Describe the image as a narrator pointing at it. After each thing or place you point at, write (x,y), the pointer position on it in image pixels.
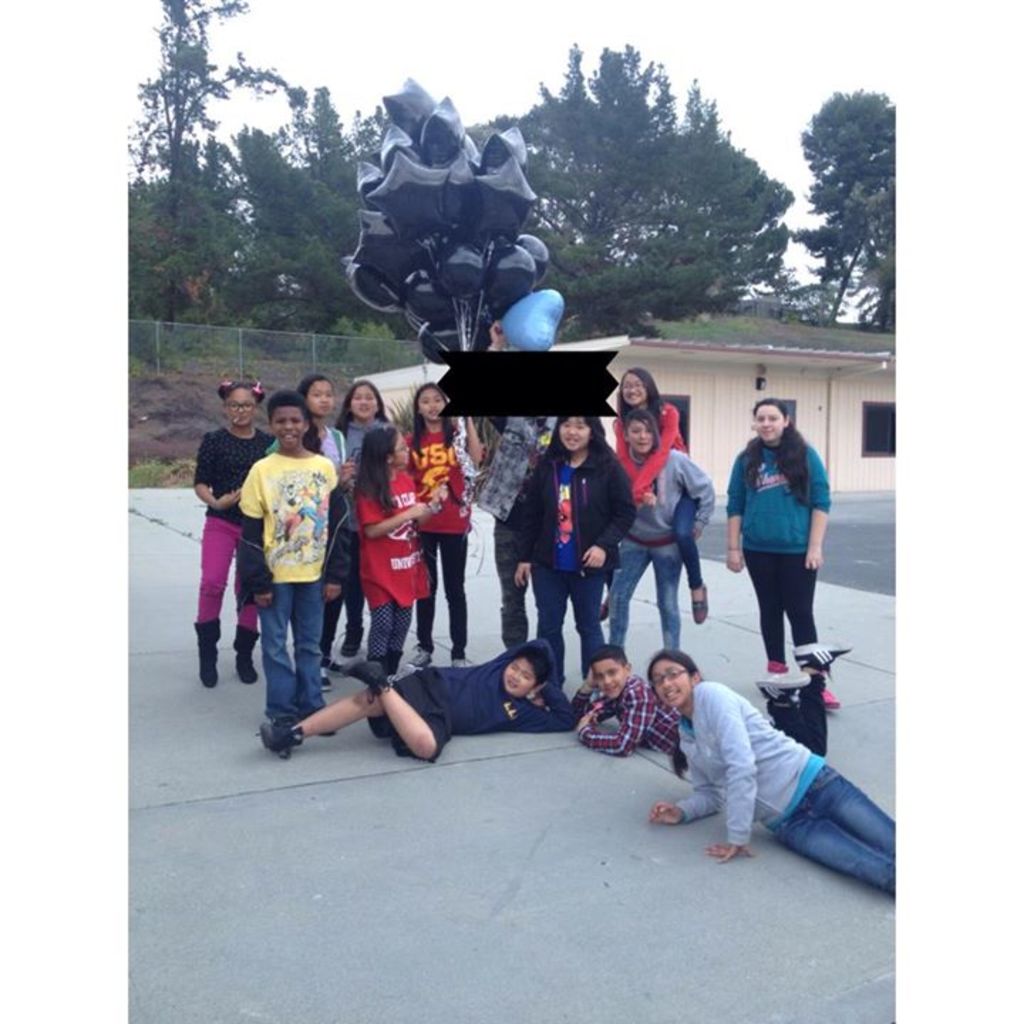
In the image there are a group of people (594,572) posing for the photo and one among them is holding a lot of balloons (498,310), behind them there are many trees (309,190).
